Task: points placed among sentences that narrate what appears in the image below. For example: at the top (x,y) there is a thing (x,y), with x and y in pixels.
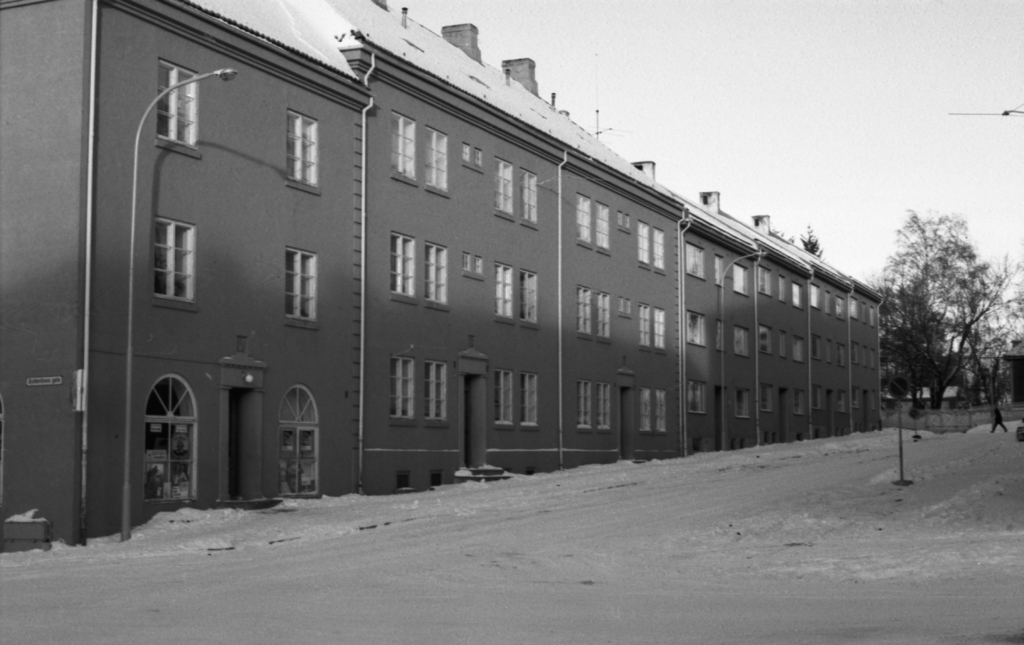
In this picture there is a building (684,291) in the middle (567,282), on the right side (981,299) there are some trees (997,298), a person (998,426) walking on the road (990,436), at the bottom (726,597) there is a road (753,597), on the left side (85,319) there is a light pole (133,159), pipeline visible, in the top right (907,64) there is the sky (982,57).
